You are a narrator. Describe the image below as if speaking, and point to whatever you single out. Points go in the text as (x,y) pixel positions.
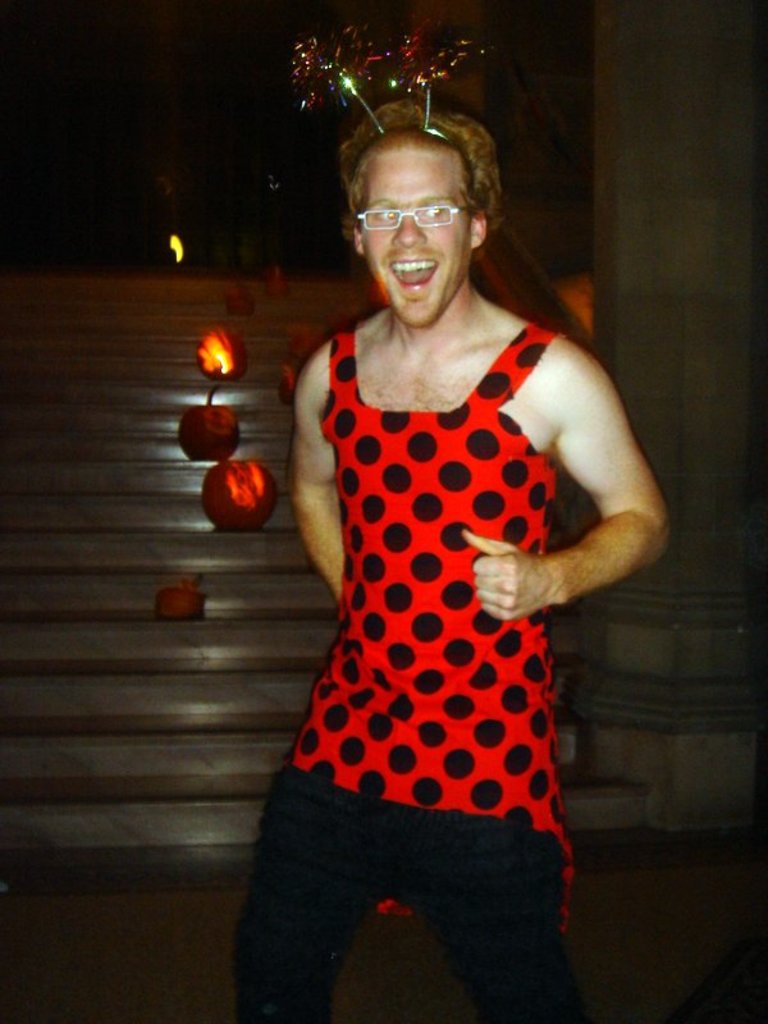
In the center of the image (353,376) there is a person (373,524) standing. In the background (131,607) we can see lights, stairs (113,729) and pillar (610,129).
